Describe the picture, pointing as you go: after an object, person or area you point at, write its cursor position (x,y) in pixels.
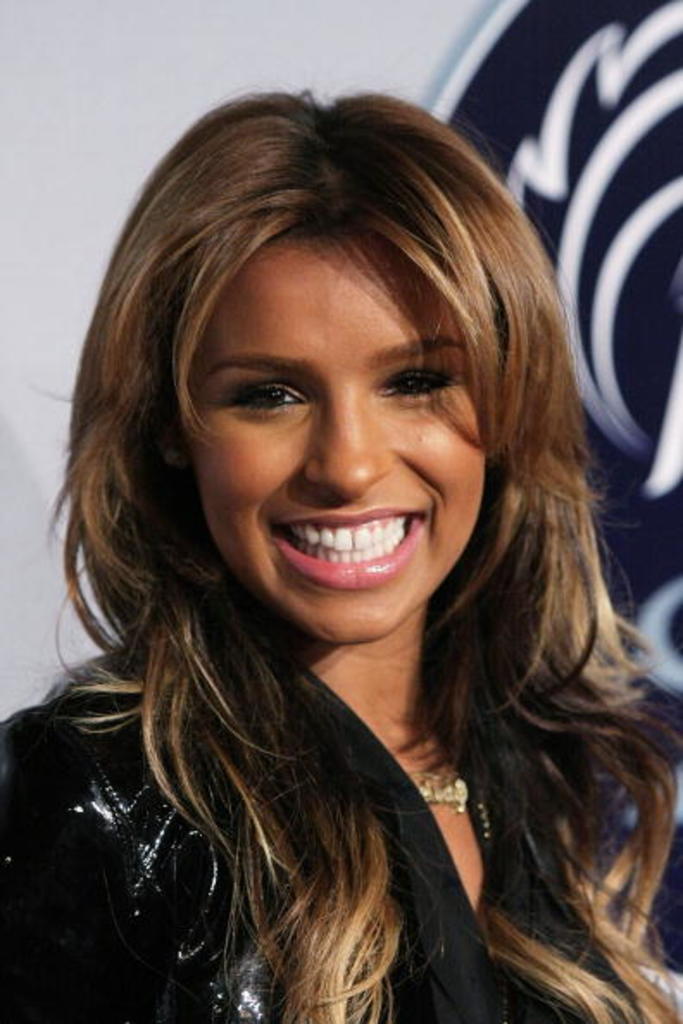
In this image I can see a person (302,714) is smiling and wearing black color dress (48,858). Background (111,77) is in white and black color.
